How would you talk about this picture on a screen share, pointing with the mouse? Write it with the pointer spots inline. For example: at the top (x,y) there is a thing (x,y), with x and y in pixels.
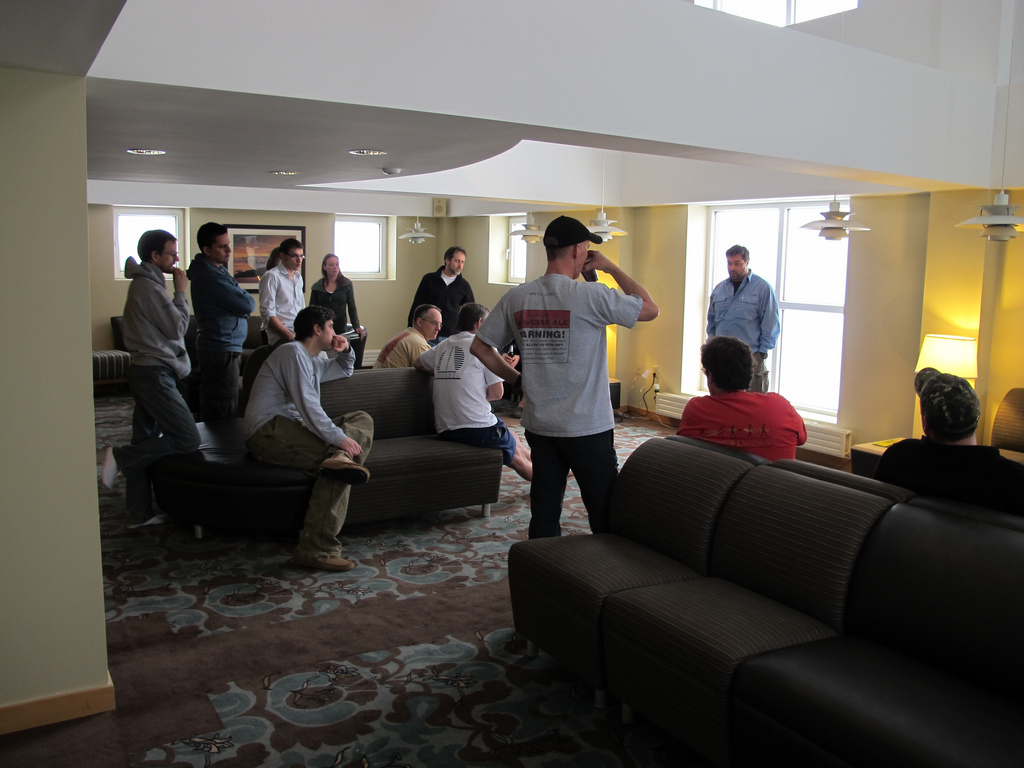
In this image I can see the group of people (515,373). Among them some people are sitting on the couch (679,456) and some are standing. One person (549,315) is holding the glass (588,274). In the background (373,217) there is a frame (233,255) and windows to the wall (482,276).
